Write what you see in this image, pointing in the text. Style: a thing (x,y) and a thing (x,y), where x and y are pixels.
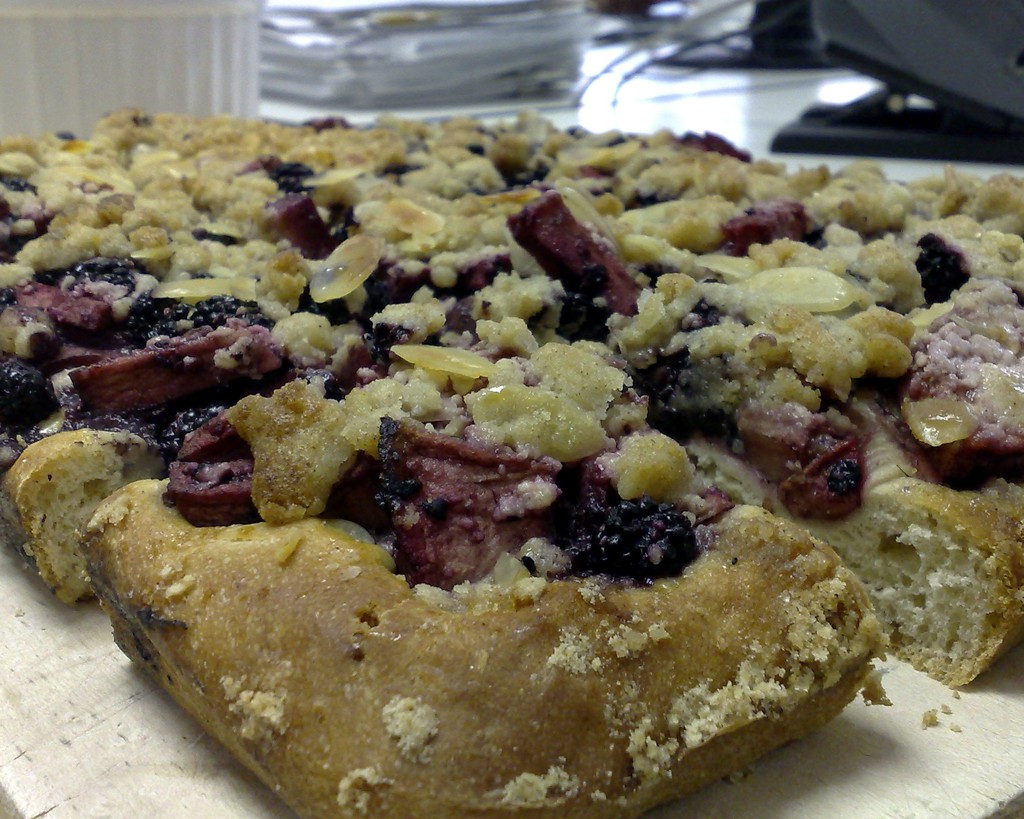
In this picture there is a pastry (715,445) in the center of the image (668,439).
